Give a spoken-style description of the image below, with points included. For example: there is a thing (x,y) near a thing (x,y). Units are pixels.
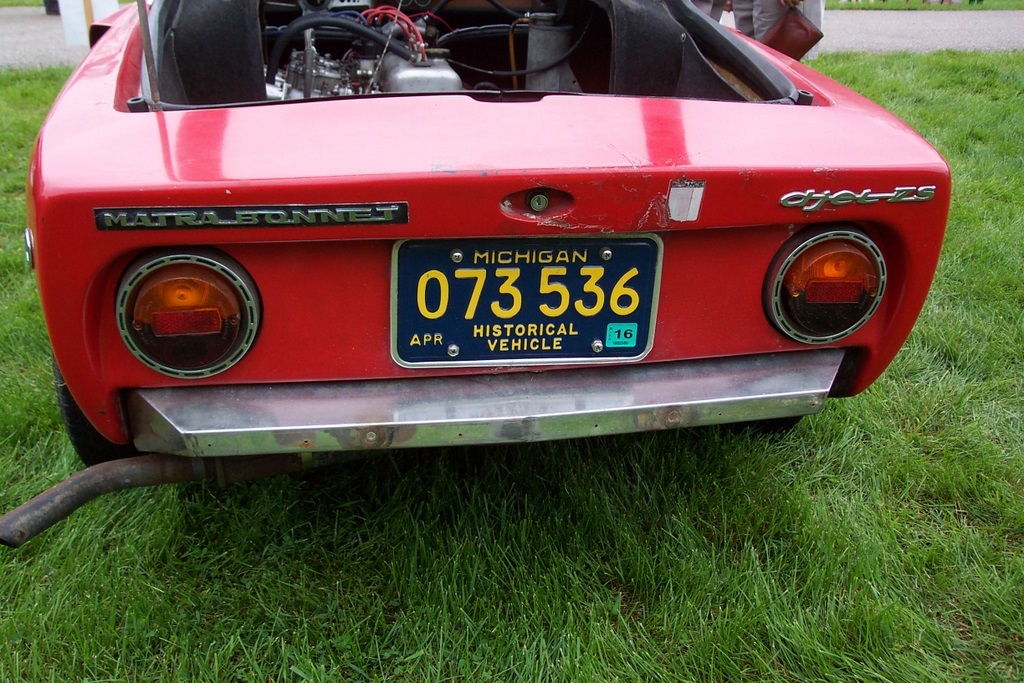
In this image, we can see a vehicle (210,435) is placed on the grass (495,540). Here there is a registration plate (550,326). Top of the image (771,25), we can see few human legs (758,10) and fingers (788,7). Here there is a bag (781,28), road (891,32), board (76,20).
